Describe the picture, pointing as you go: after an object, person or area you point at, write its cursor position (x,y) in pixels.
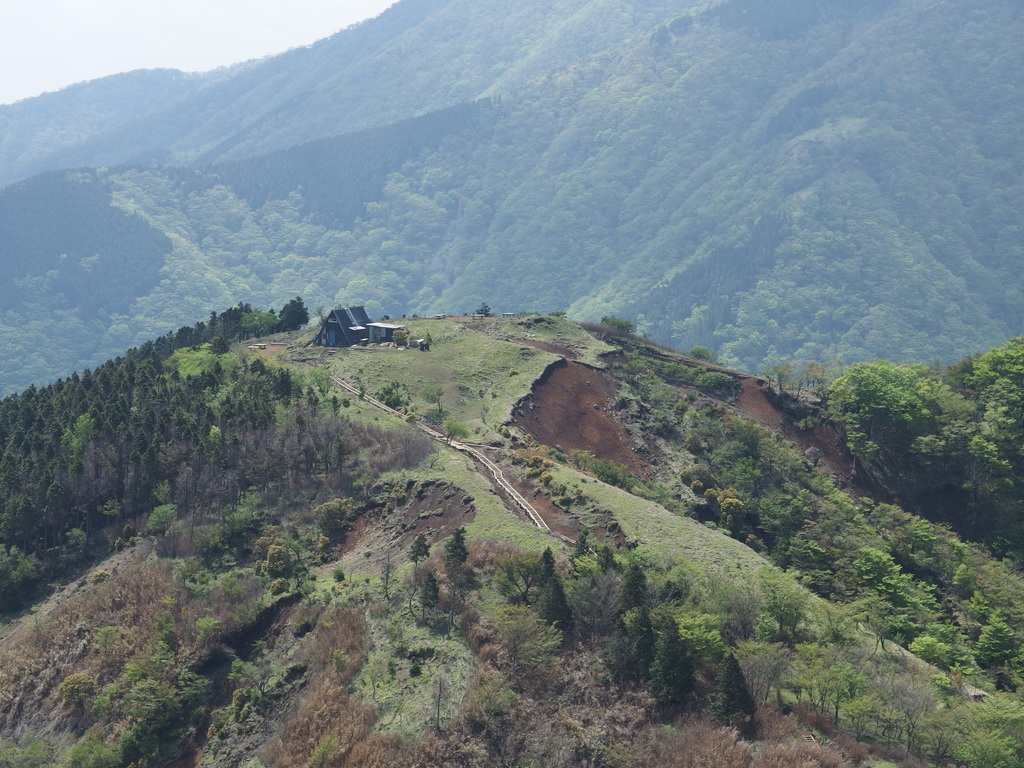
In this image we can see mountains (633,181) along with trees (641,602), plants (209,599) and grass (404,356). Sky (87,66) is there. In one mountain (352,382), small house (338,343) is there. The Road (383,405) is there.
